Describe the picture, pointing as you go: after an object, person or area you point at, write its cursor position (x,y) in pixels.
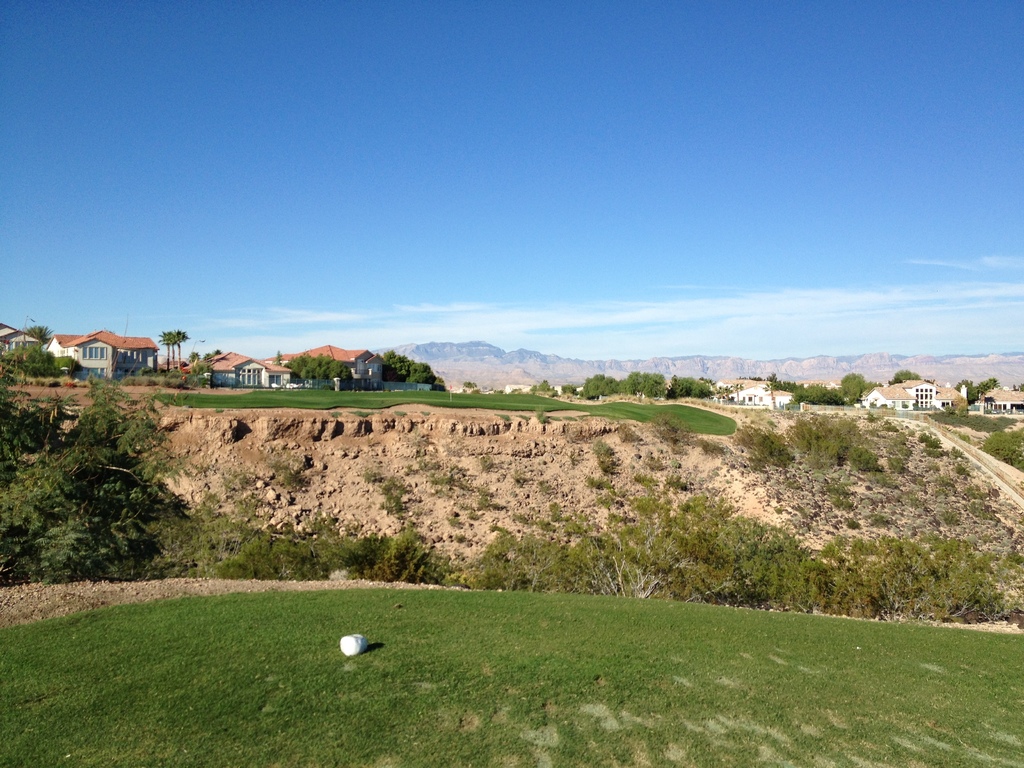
In this image we can see grass (436,628) on the ground (437,394). Also there are trees (62,474). In the background (190,341) there are buildings (131,337), trees (387,365), hills (483,362) and sky (551,297) with clouds (681,294).
